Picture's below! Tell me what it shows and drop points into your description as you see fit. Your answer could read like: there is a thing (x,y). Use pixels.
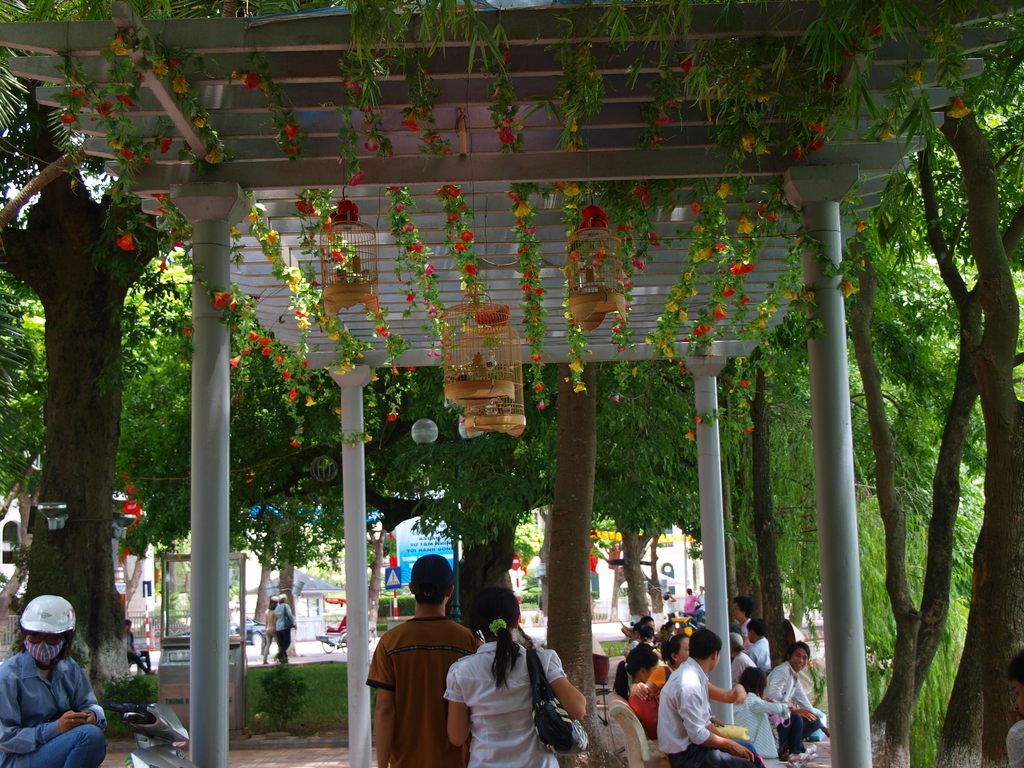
In this picture we can see cages (339,294), flowers (458,246), pillars (217,404), trees (446,472) and a group of people (23,699) where some are sitting on chairs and some are walking on the road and in the background (398,572) we can see signboards (445,557), banner (413,540).
